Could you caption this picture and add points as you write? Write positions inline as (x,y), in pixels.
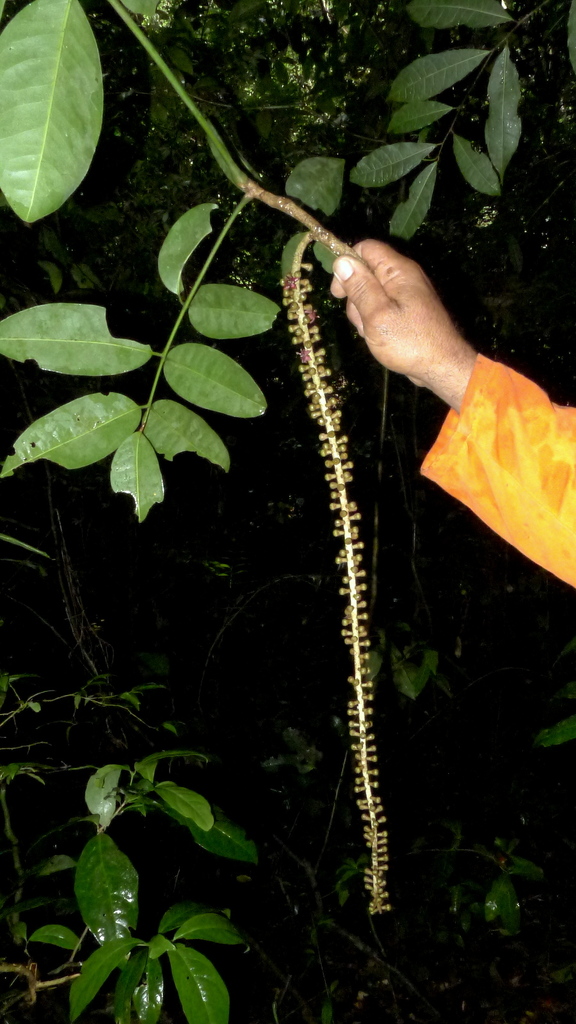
In this image we can see a person's hand (371,284) holding the branch (242,183) of a tree (270,197).
